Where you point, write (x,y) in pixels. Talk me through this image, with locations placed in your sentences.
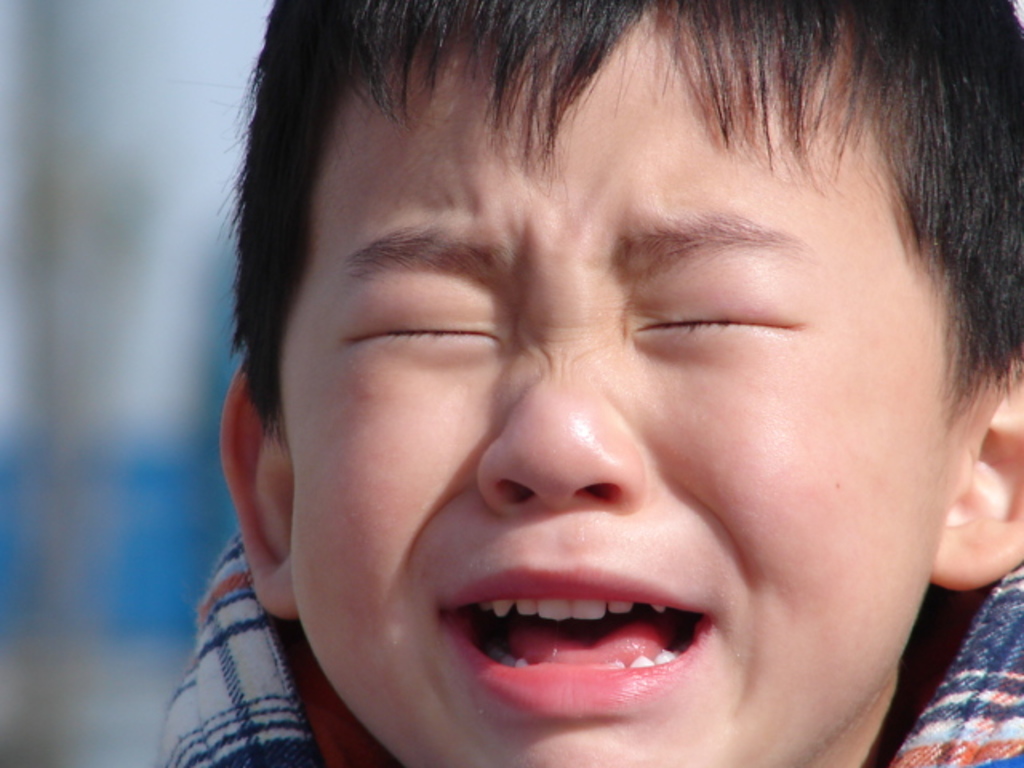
In this picture we can see a small kid (554,578) crying with his eyes (440,303) closed.
